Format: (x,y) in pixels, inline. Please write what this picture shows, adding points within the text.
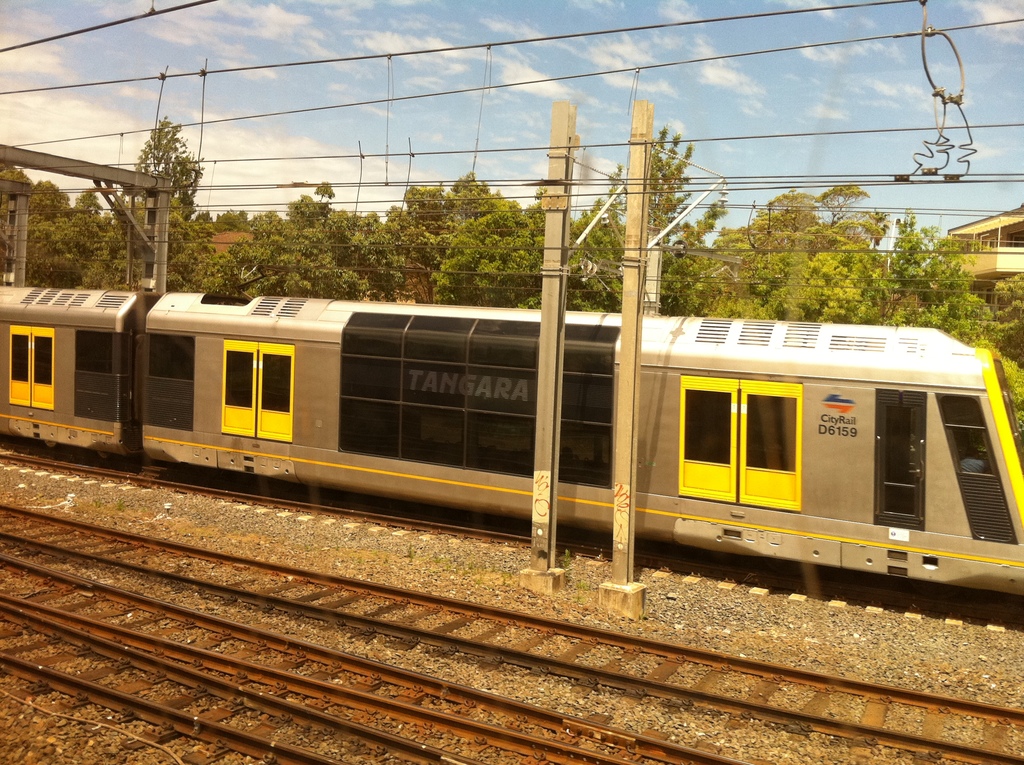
In this image in front (56,637) there are railway tracks (592,682). Behind the tracks (543,628) there are electric poles (643,206). At the back side (491,391) there is a train (521,402) on the railway track (934,601). In the background (925,271) there are trees (941,230), buildings (996,224) and sky (506,62).
